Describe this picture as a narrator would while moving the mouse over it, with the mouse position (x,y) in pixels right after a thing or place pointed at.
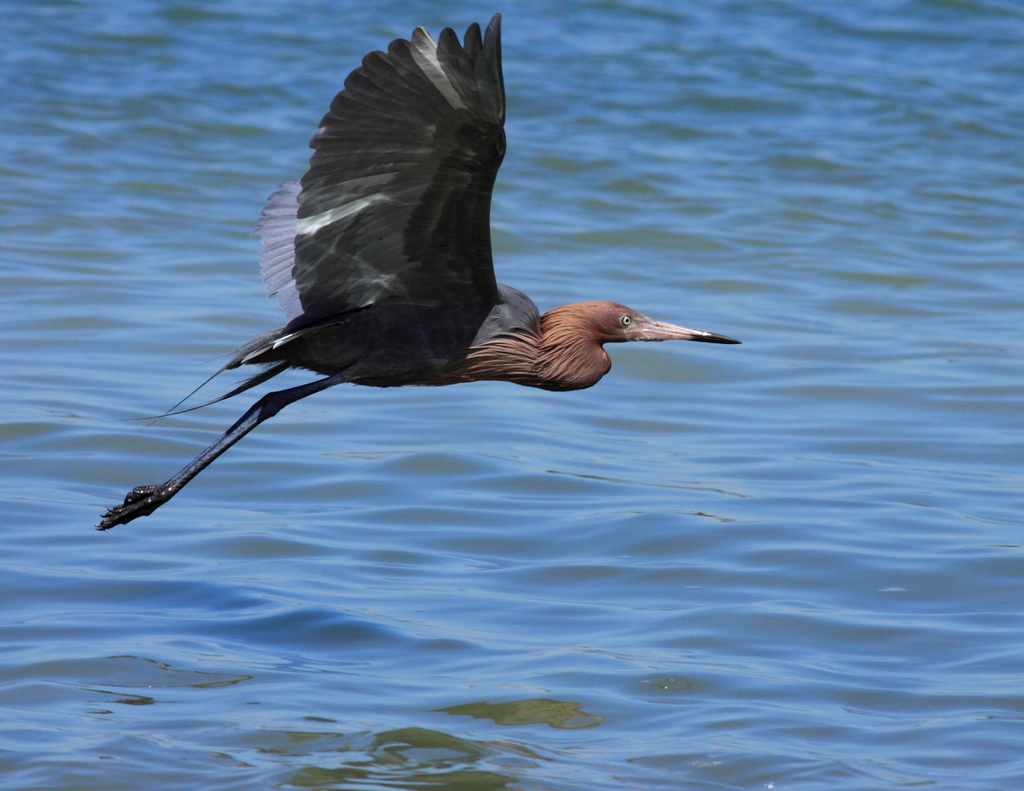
In this picture I can observe a bird (364,298) flying in the air in the middle of the picture (427,295). In the background (375,422) I can observe water (655,534).
